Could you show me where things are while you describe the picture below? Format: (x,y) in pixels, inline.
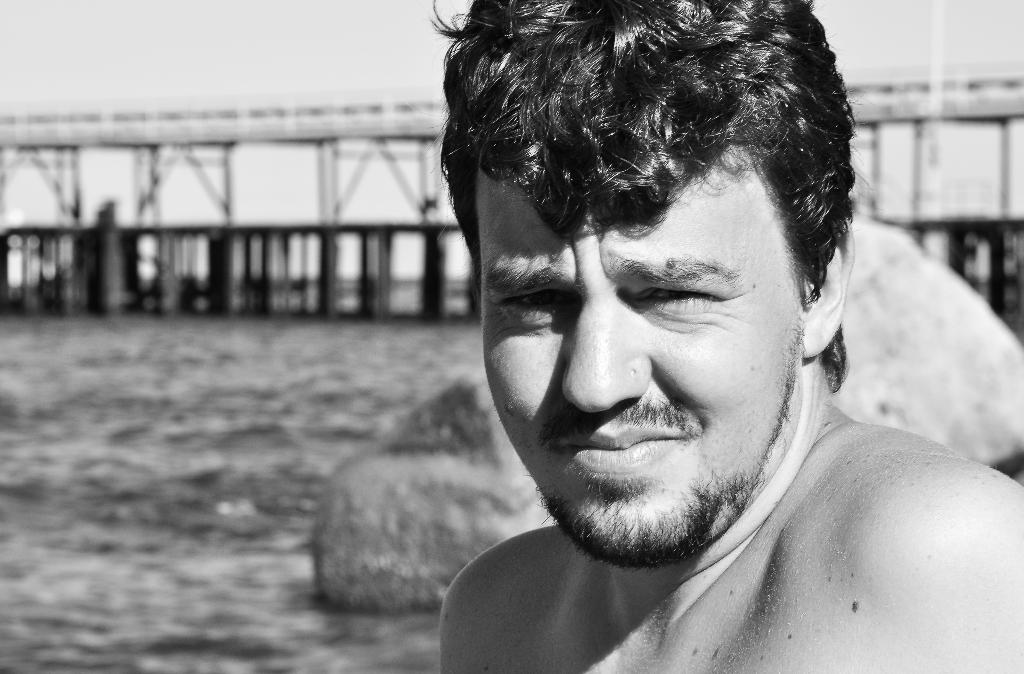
In this picture I can observe a man (619,390) in the middle of the picture (629,244). On the left side (182,504) I can observe river (226,417). The background (165,156) is blurred.
